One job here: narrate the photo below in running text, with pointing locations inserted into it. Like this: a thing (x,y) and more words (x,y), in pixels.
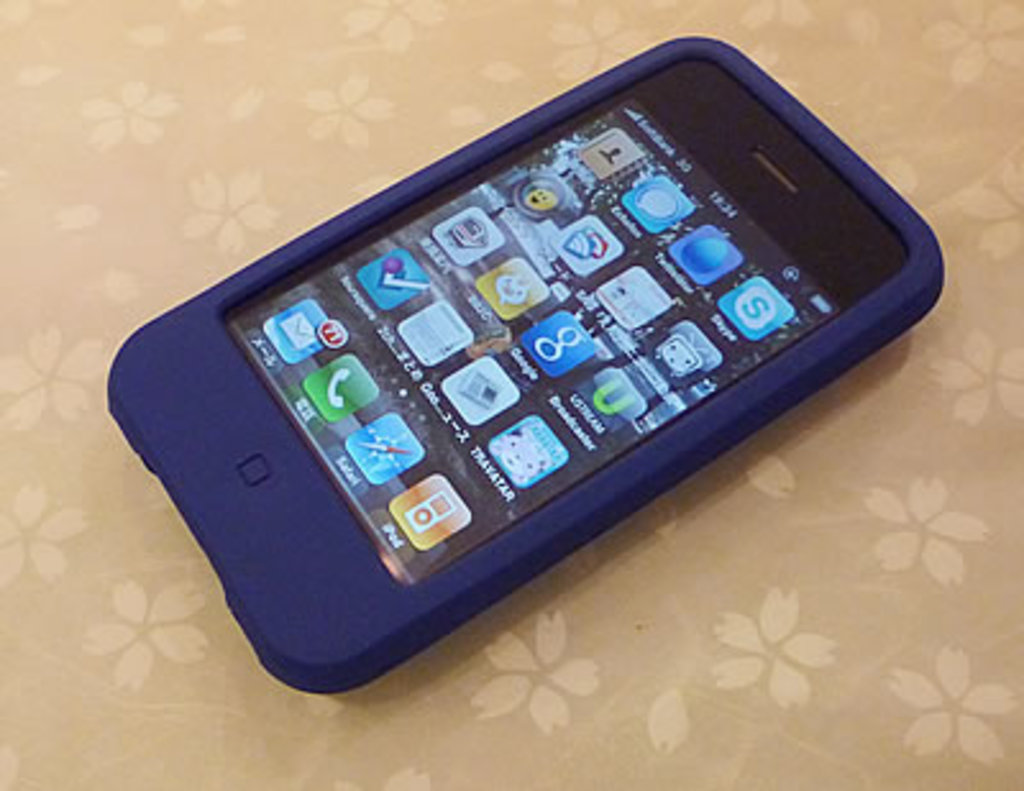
This is the image of mobile phone (312,632). And it looks like a cloth (958,218) at the bottom (925,702).
